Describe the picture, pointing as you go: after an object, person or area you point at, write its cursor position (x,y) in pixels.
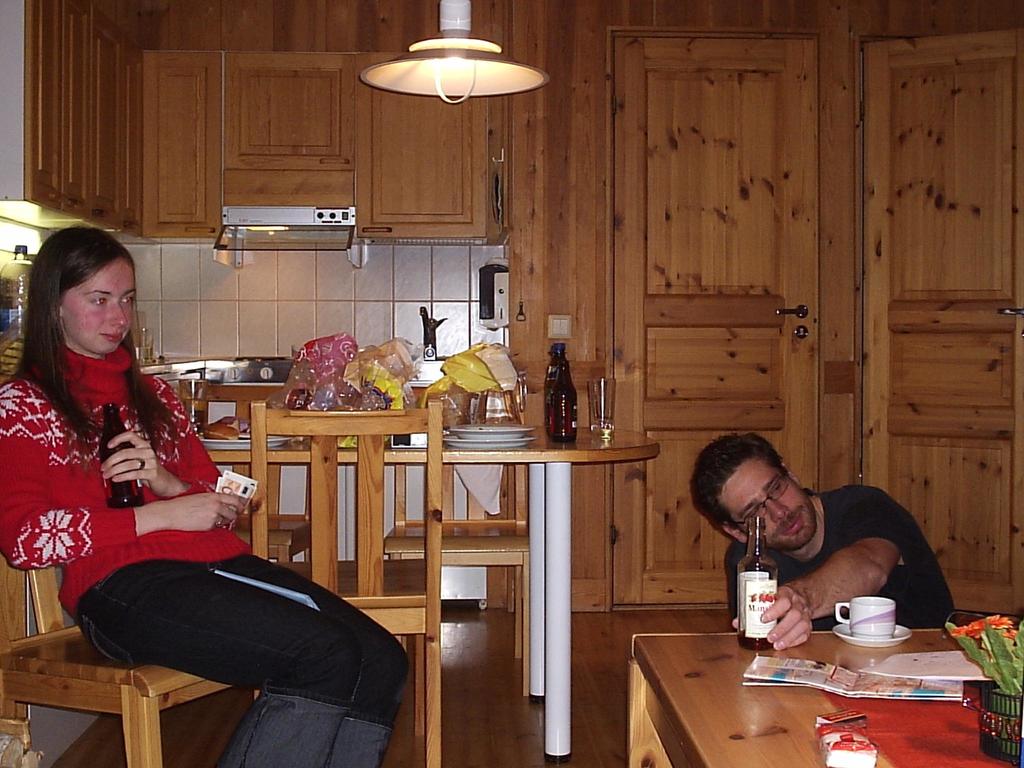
This picture is taken in a room (600,568). There is a woman (167,506) towards the left (145,482), she is wearing a red t shirt (104,377), black trousers (171,583) and holding a bottle (118,506) in one hand (157,478), papers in another hand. Towards the right (783,498) there is a man (800,617) sitting on floor (726,629), placing a bottle (763,650) on the table (817,649), he is wearing a black t shirt (888,514), on the table (682,666) there are cup (881,620), papers (914,686) and a plant (994,706). Between them there is a table (564,593), on the table (585,456) there are bottles (557,360), plates (476,428) and some covers (368,380). In the background (280,172) there are cupboards (266,98), doors (786,176) and a light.
